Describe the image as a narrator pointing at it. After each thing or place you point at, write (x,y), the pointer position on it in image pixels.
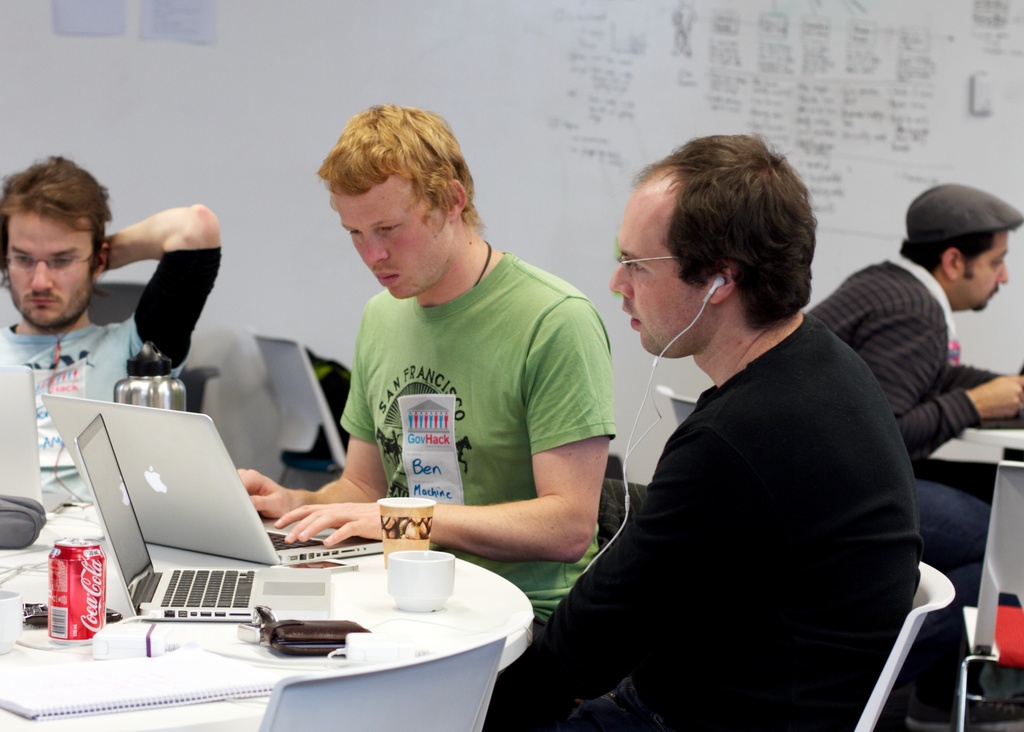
In this image we can see some persons (579,345), laptops (126,455), glass (406,513), cup (411,566), table (487,609), chairs (408,672) and other objects (343,620). In the background of the image (952,380) there is a person (911,397), table (962,433), wall (200,87) and other objects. Something is written on the wall (759,134).
